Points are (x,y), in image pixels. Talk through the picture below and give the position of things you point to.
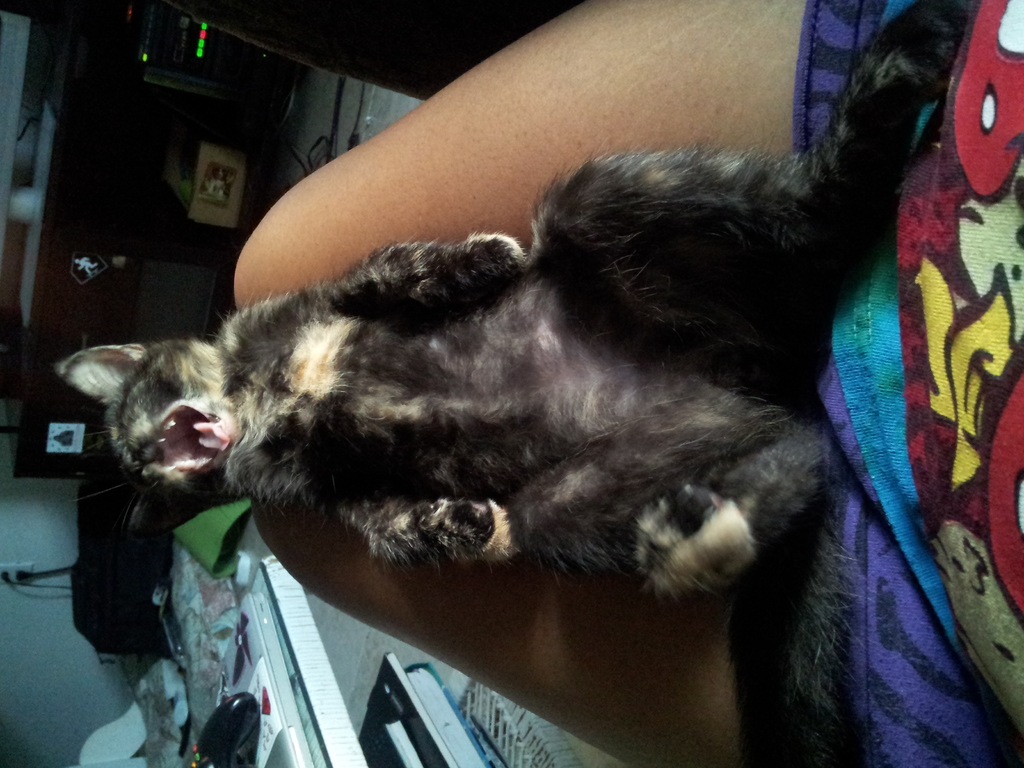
There is a cat (317,359) lying on the lap (530,173) of a person (671,702). In the background (73,219) there are books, table (86,197), socket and many other items (36,345).
